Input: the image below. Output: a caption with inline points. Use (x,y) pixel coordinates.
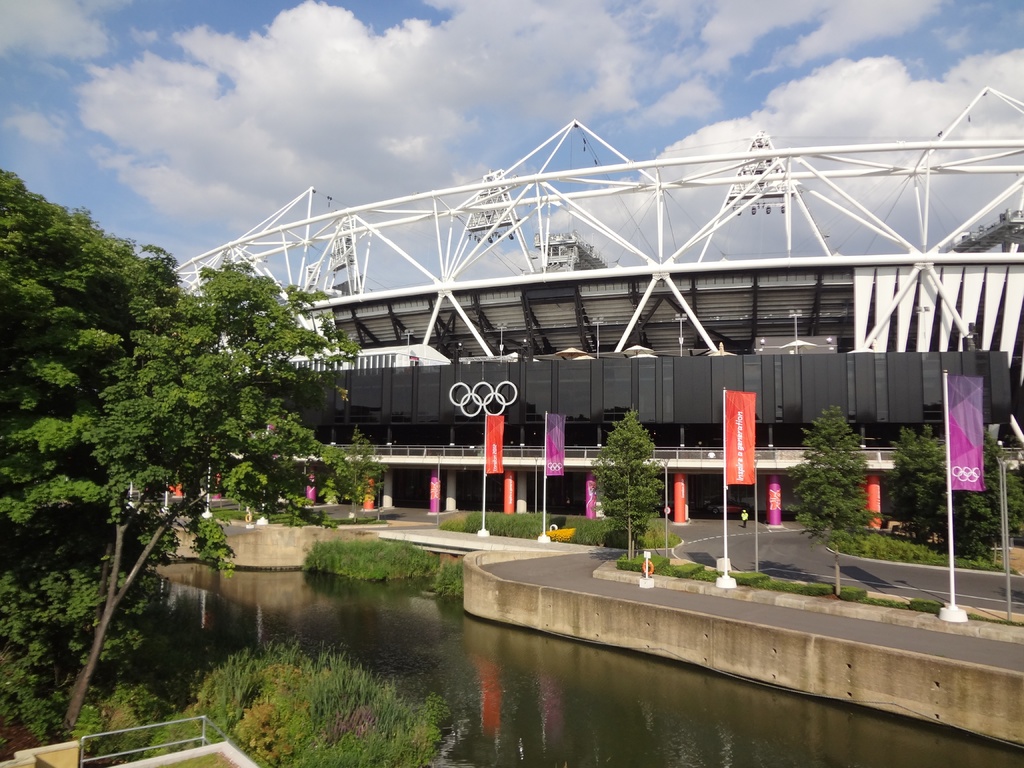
In this picture we can see trees (162,520), water (455,687), beside the water (514,662) we can see a road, posters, plants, building (530,469), person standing on the ground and we can see sky (766,91) in the background (755,93).
